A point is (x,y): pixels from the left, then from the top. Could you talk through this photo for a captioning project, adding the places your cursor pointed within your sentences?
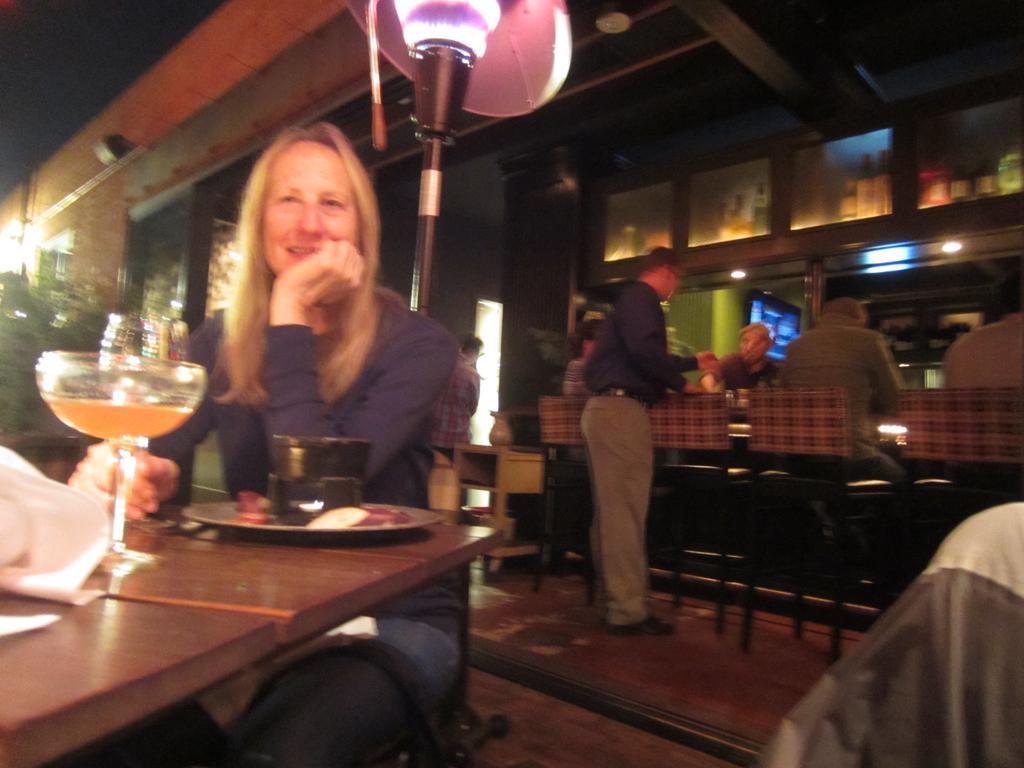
In this image on the left side (270,441) there is one woman (294,223) who is sitting on a chair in front of her there is a table (218,552) on the table (368,551) we could see some glasses (119,439) and plates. On the top of the right side (977,371) there are a group of people (871,372) some of them are sitting and some of them are standing and on the top (906,33) there is a ceiling (602,47) and in the center (427,261) there is a light (438,25) and pole (431,248) and on the left side (17,336) there are some plants (19,302).
